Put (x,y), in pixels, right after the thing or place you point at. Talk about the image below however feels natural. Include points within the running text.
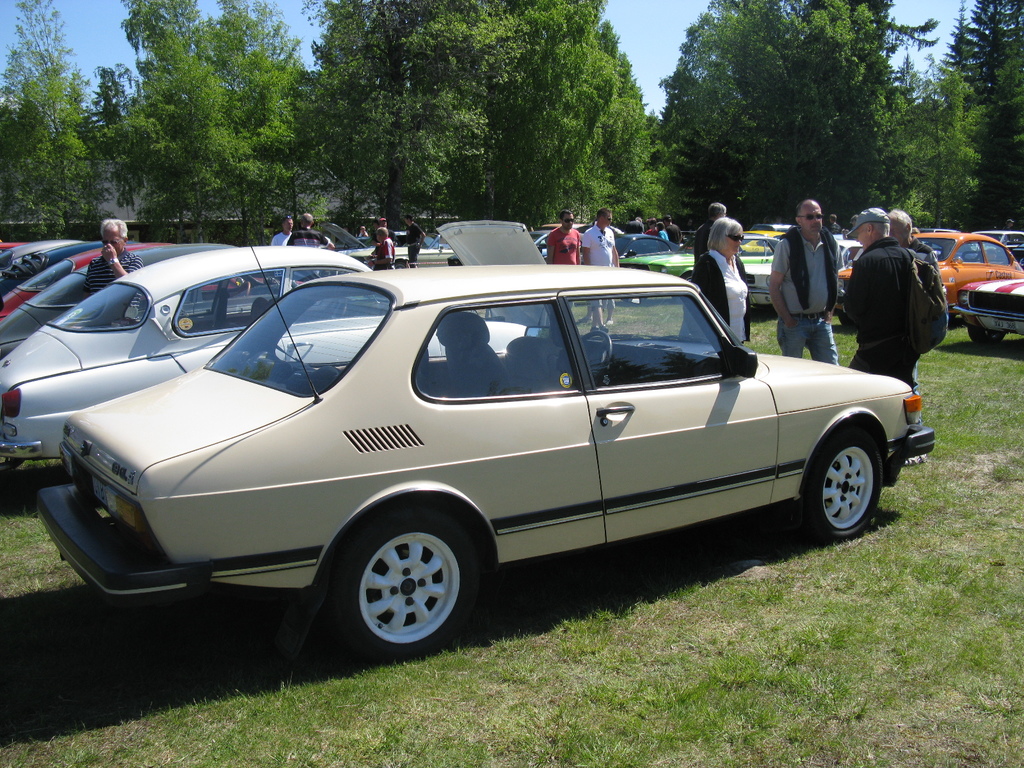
In this image there are so many cars (221,288) parked on the ground (621,591) one beside the other. In between the cars (97,337) there are few people (570,226) walking on the ground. In the background (248,140) there are trees (631,91). At the top (644,39) there is sky (648,25).
